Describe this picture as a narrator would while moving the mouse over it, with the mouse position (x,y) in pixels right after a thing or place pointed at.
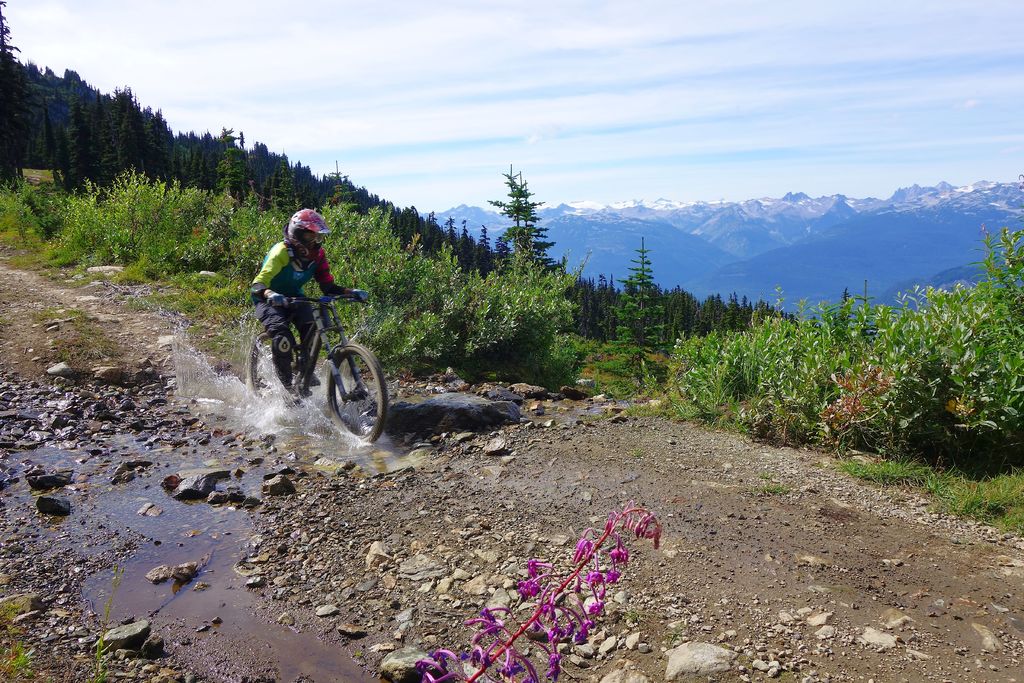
In this picture we can see a person (307,361) is riding bicycle (342,388) and the person (332,281) wore a helmet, and we can see water (226,447), few rocks (115,431) and trees (645,318), in the background (615,287) we can see hills (689,214) and clouds (606,151).
